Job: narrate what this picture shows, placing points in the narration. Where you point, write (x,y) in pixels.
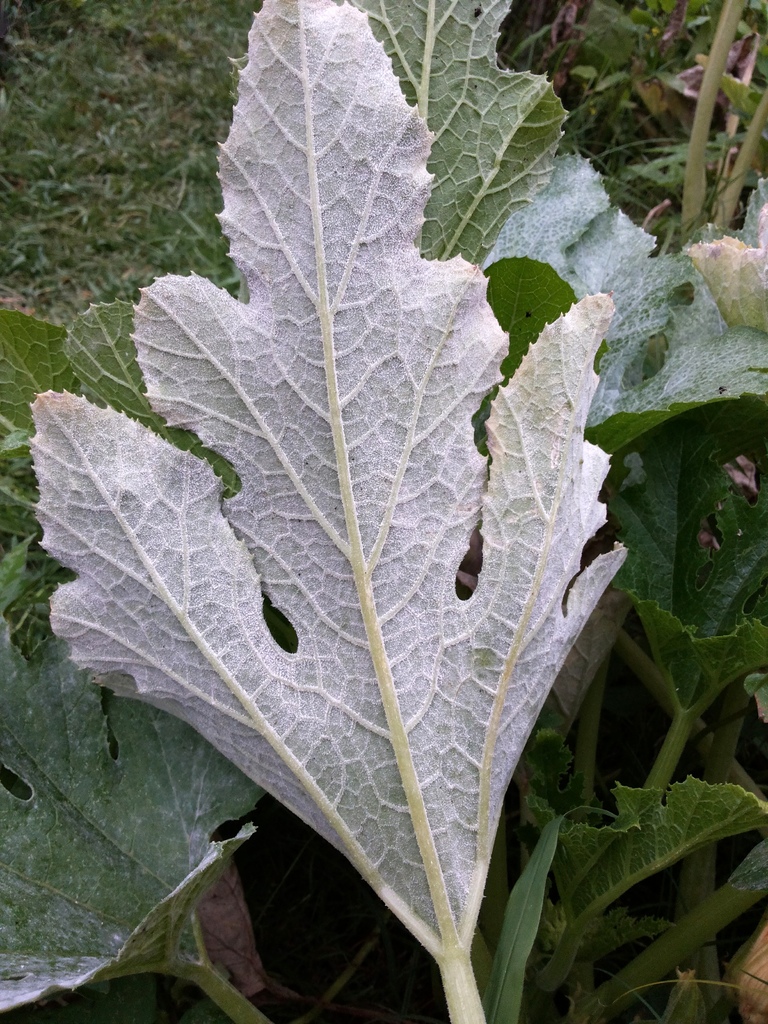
In this image we can see leaves (347,698) in the middle of this image (376,507). There is a grassy land (148,164) as we can see at the top left side of this image (138,167).
